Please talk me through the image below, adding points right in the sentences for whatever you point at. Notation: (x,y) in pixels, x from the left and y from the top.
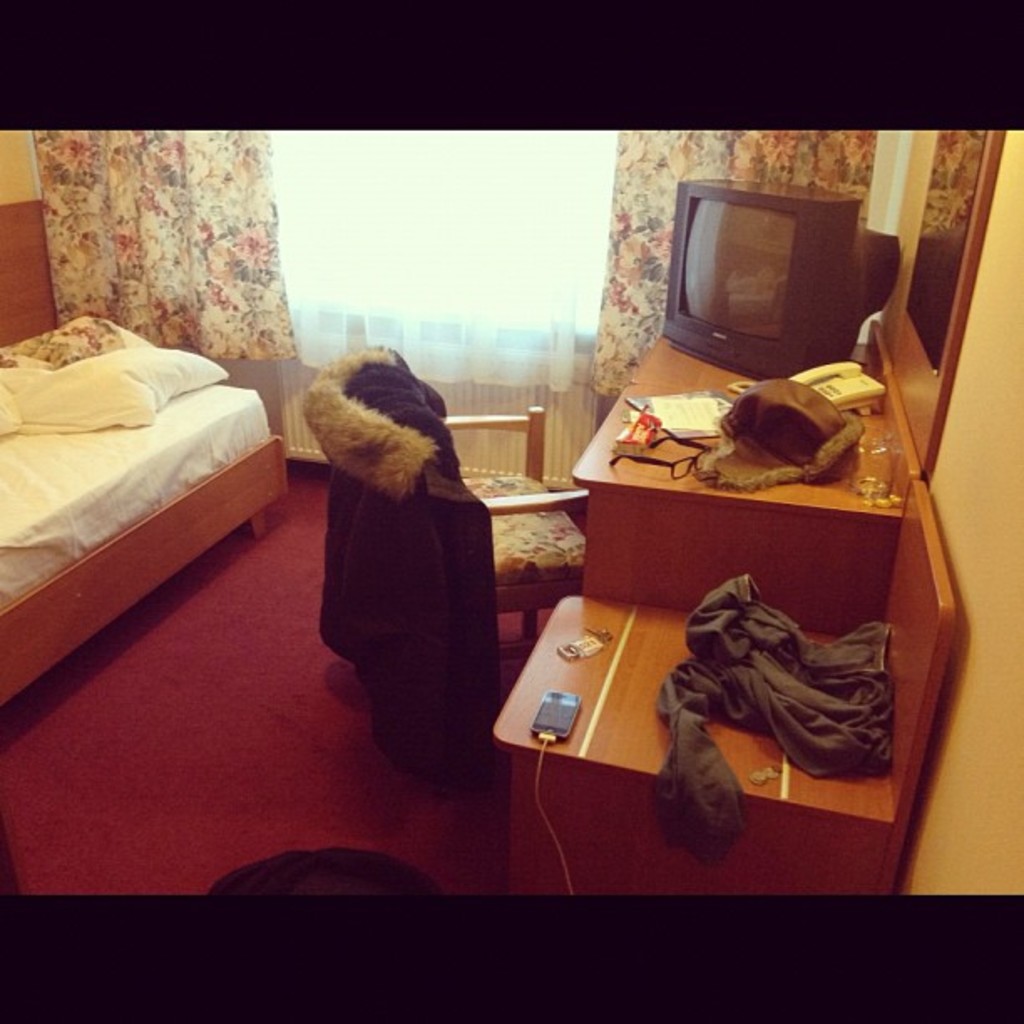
There is a room (373,512) in this picture in which there is a bed (75,522), carpet (179,647), chair (479,425) in front of which a table (698,500) is there. On the table (822,493) there is a television (730,287) and some accessories (735,484) were placed here. In the background (172,275) there is a curtain (198,244).
